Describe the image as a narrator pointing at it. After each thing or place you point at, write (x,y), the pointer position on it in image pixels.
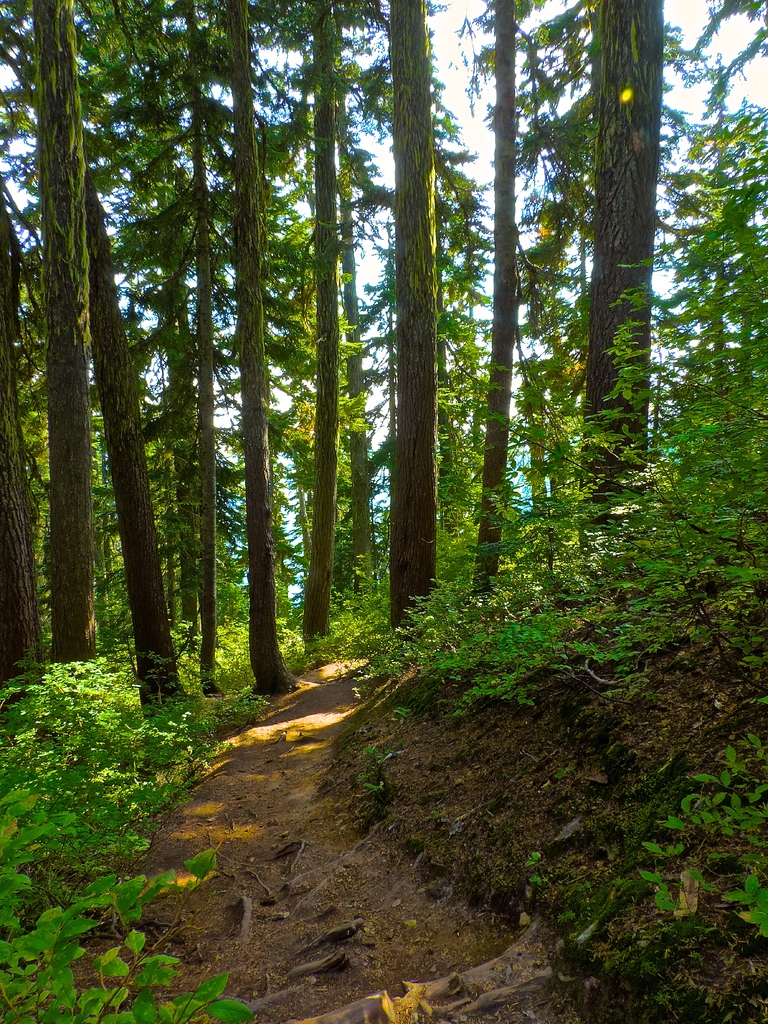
In this picture we can see plants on the ground (341,887) and in the background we can see trees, sky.
